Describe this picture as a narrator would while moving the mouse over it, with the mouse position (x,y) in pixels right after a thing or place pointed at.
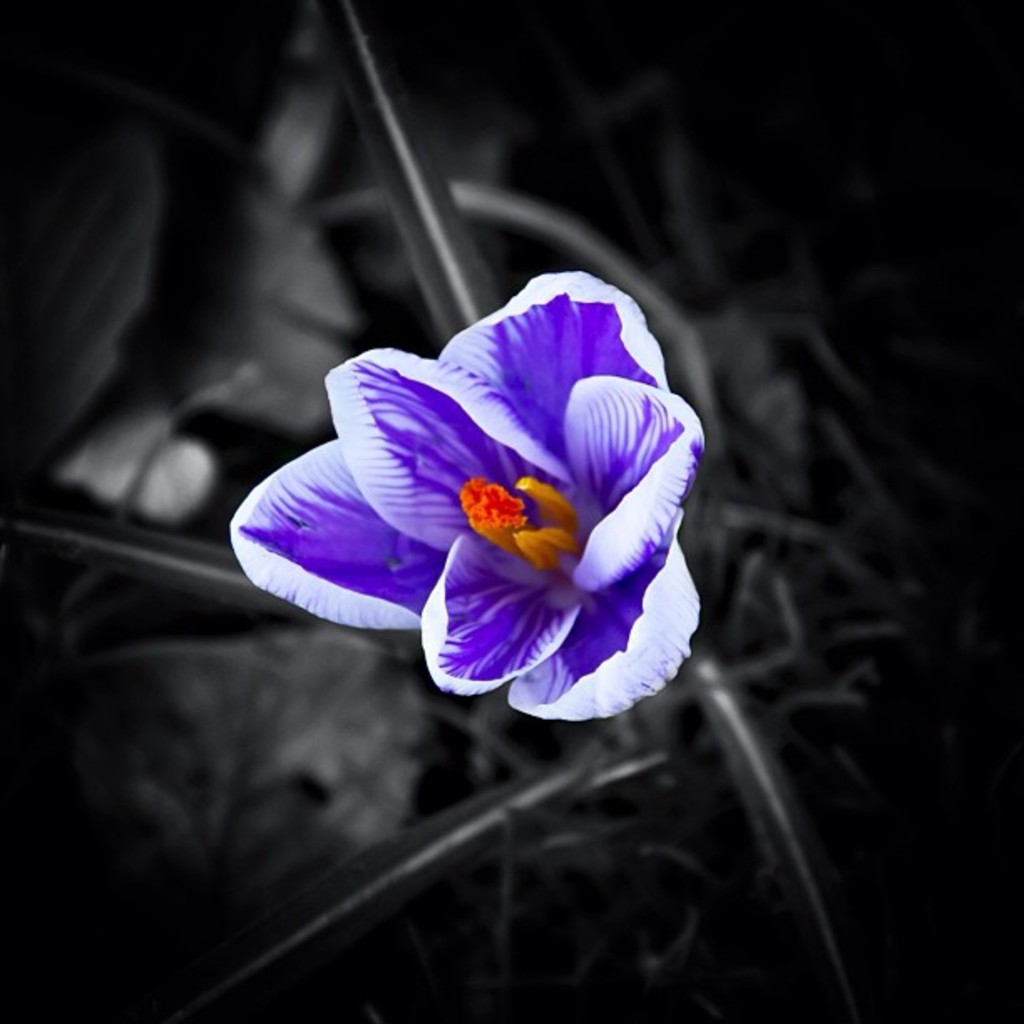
In this image in the front (478,564) there is a flower (466,513) and the background (113,777) is blurry.
